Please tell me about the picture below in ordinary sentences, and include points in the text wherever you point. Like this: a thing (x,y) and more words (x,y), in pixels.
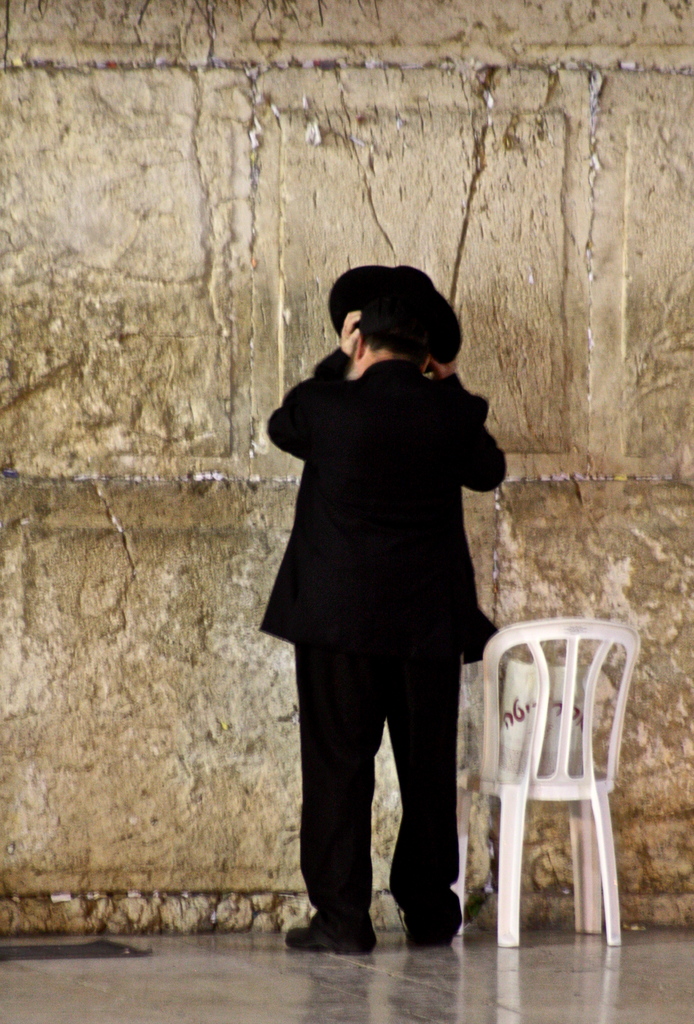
In the image there is a man (415,496) stood in the middle (320,560) wearing black dress (347,519), black hat (389,293). beside him there is a chair (511,796), in front of him there is a wall (478,227).
